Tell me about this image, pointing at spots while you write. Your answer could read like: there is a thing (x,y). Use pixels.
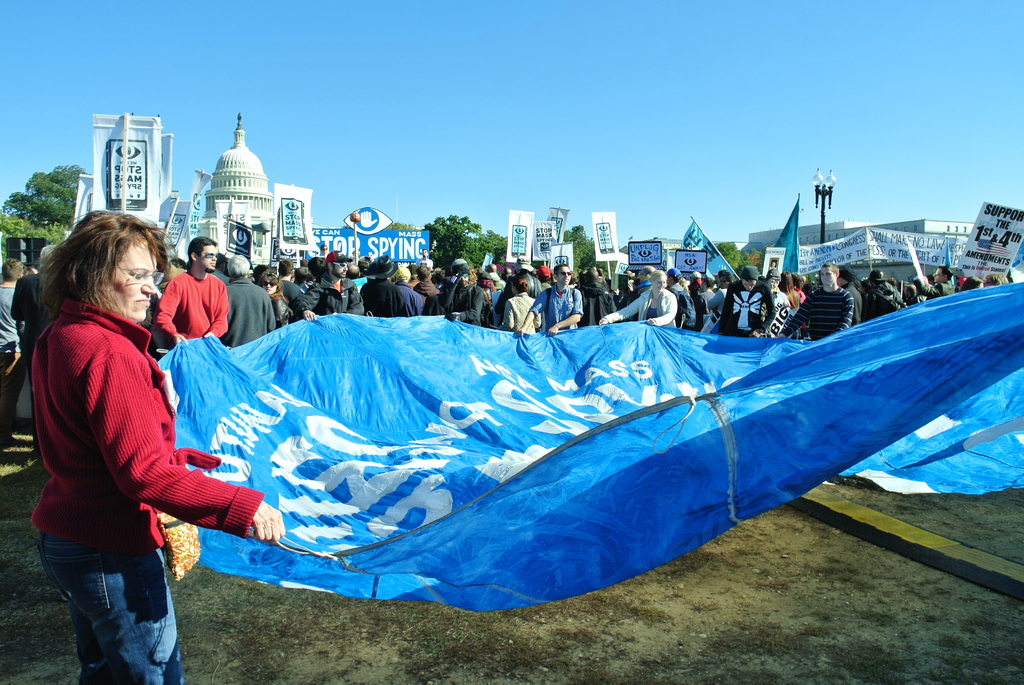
In this picture we can see a woman (127,633) holding a cover sheet (504,450). And on the back (320,263) there are many people (487,295) standing. Even we can see a dome (238,127) here. This is the board (396,249) and these are the boards (552,227) holding by the people (663,289). And on the background (55,208) there are trees (477,228). And this is the sky (625,135).
